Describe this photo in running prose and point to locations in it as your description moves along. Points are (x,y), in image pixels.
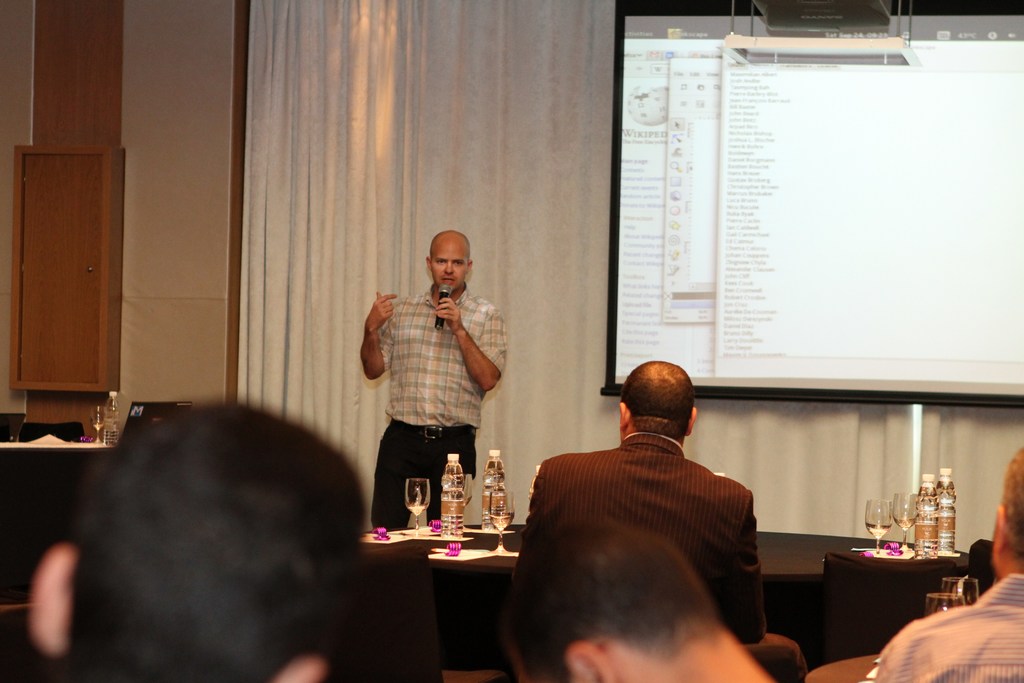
In this image we can see a person (482,353) holding a mic (440,298) in his hands (447,325) and speaking. This is the projector screen (857,156). There is a table (466,530) on which few glasses (512,497), water bottles (451,489) are placed. This is the curtains (329,70).
